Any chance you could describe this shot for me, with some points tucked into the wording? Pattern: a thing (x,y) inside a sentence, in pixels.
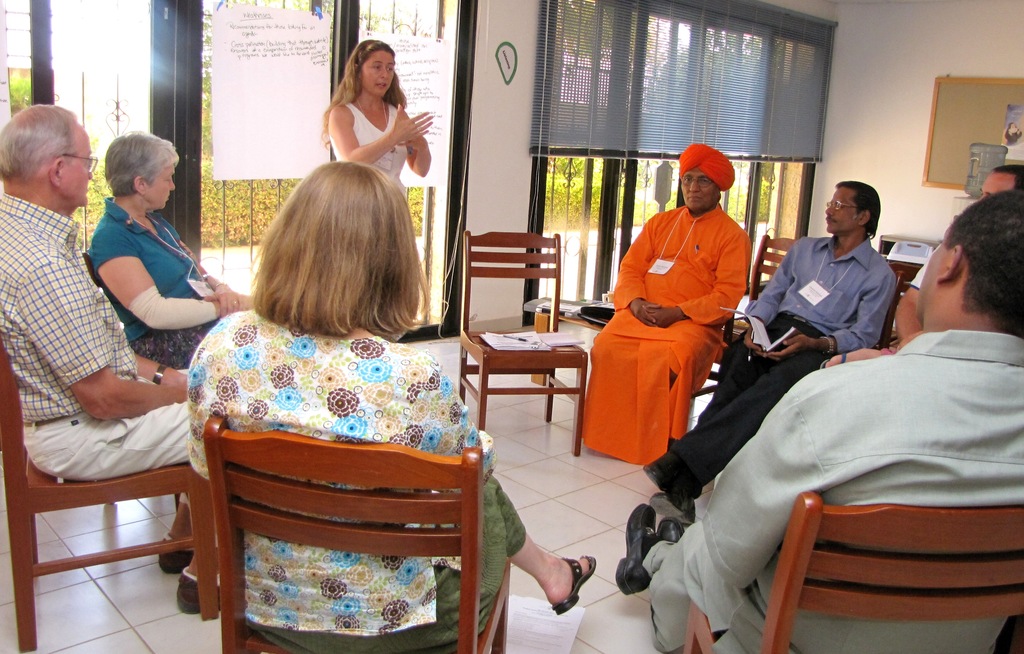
These persons (286,340) are sitting on chairs (1016,570) and this woman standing and we can see papers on chair (481,267). Background (570,233) we can see board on wall (912,70) and glass windows (610,188), through this windows (597,188) we can see plants (566,203).
